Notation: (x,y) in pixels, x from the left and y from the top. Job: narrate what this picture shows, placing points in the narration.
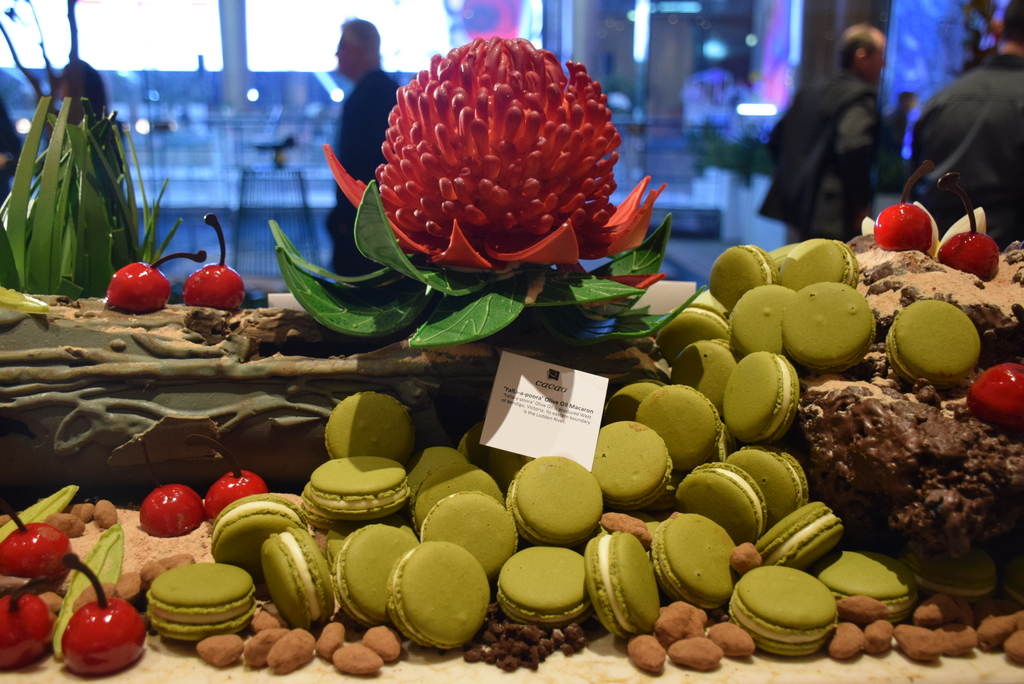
In the foreground of this picture (376,428) we can see the biscuits (721,506) and many other food items (469,342). The background of the image (1010,152) is blurry and we can see the group of persons (829,79) and some other objects (693,96).
